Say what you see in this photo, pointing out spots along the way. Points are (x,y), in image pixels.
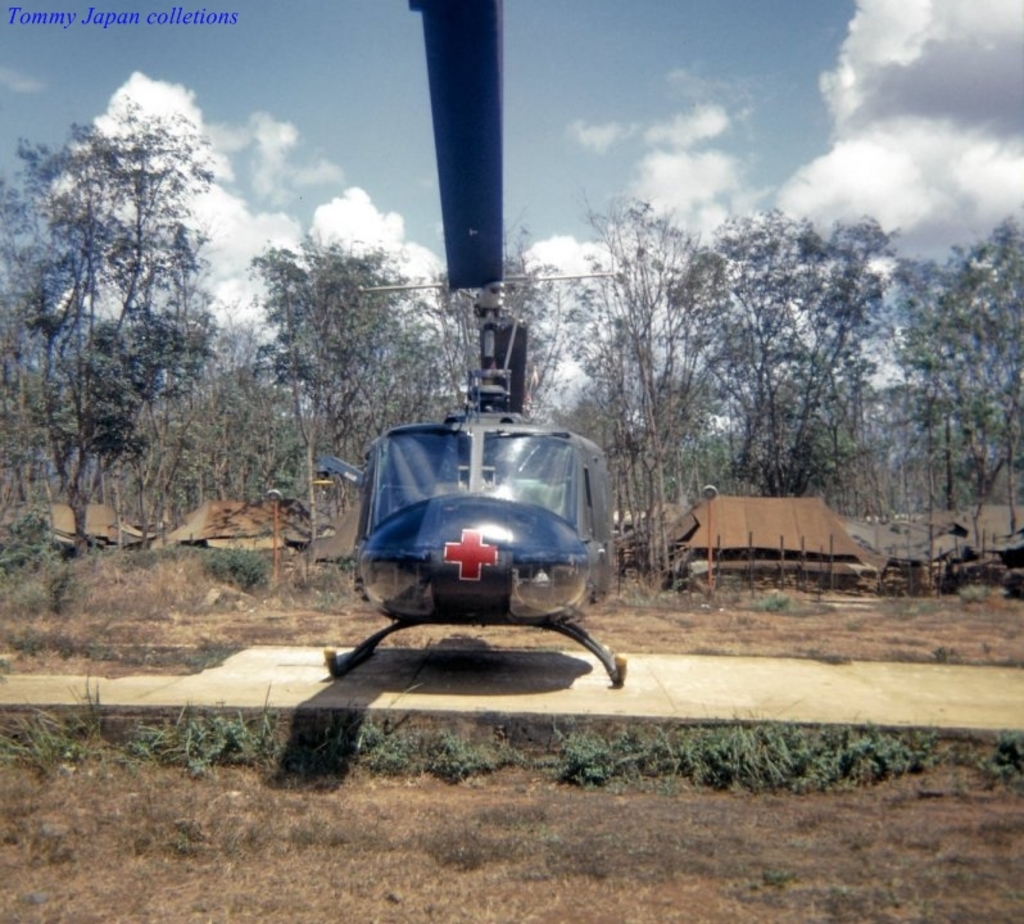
In the center of the picture (446,450) there is a helicopter (478,581). In the foreground (437,753) there are plants (806,761) and grass (162,799). In the background (181,505) there are trees (808,435), houses (782,542), plants (159,563) and shrubs (69,579). Sky (247,171) is sunny.
